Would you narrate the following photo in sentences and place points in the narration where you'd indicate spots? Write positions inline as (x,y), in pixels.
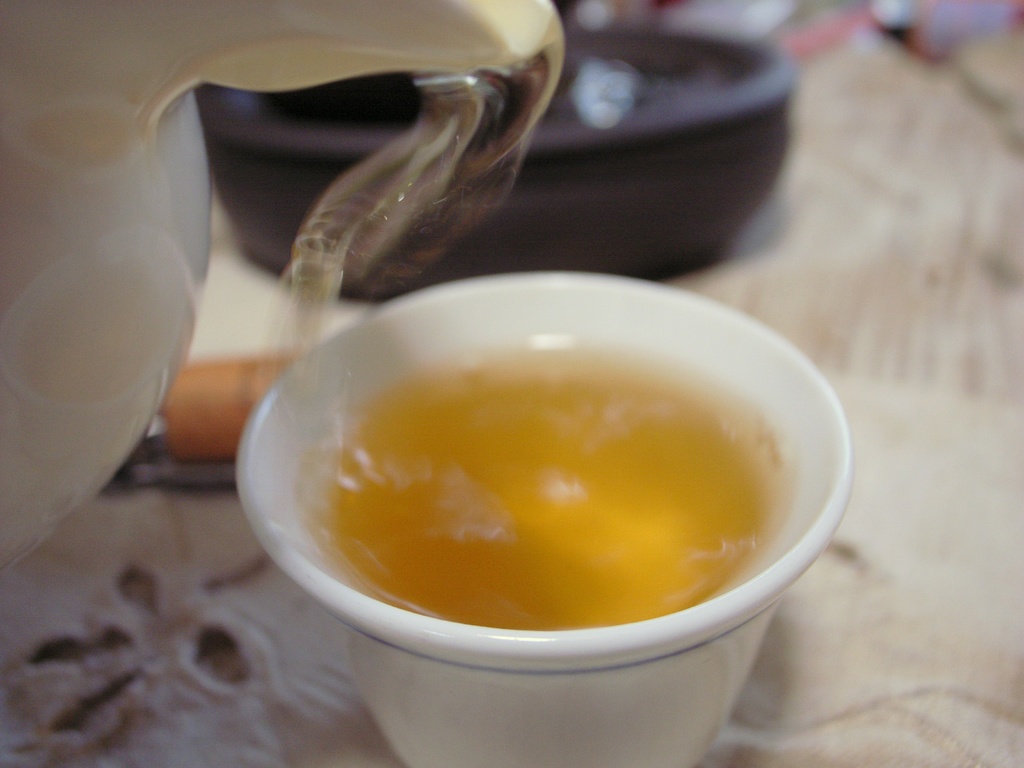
In this image we can see a cup (665,640) with drink (475,575) in it. Here we can see the jar (191,202) and the background of the image (742,101) is slightly blurred where we can see the bowl (656,207) which are kept on the table (892,494).
